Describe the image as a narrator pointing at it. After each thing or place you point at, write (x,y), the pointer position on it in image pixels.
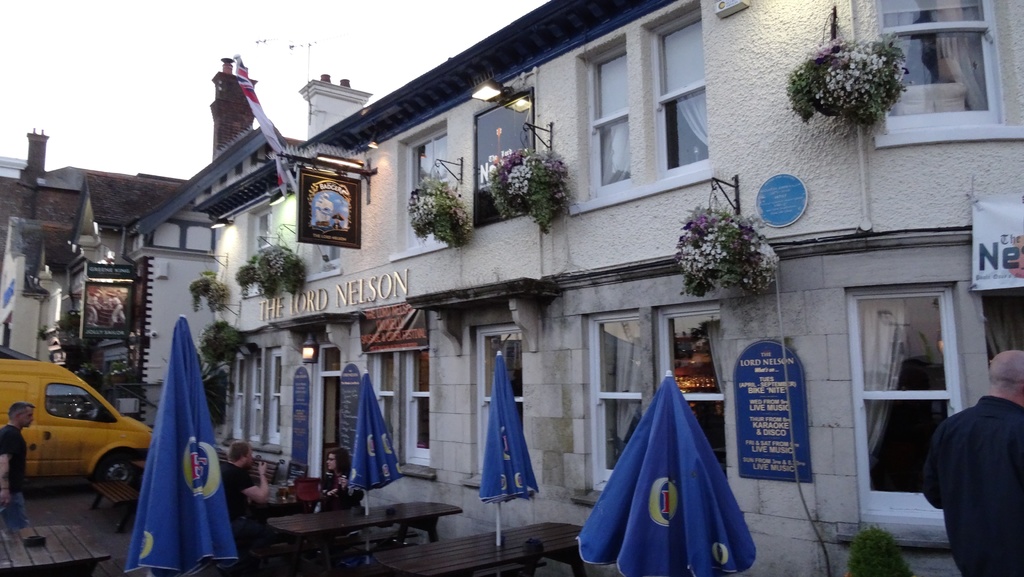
In this image we can see a building (417,293) with windows (493,367), doors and name boards (327,219). Also there are boards (296,403) with some text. There are pots (285,259) with plants (721,228) attached to the wall (677,211) of the building (776,144). Near to the building (248,393) there are tables (514,538) and chairs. Also there are two persons (241,493) sitting. There is a vehicle (75,436). And there is sky (84,79) at the top (407,26). Also there are lights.
